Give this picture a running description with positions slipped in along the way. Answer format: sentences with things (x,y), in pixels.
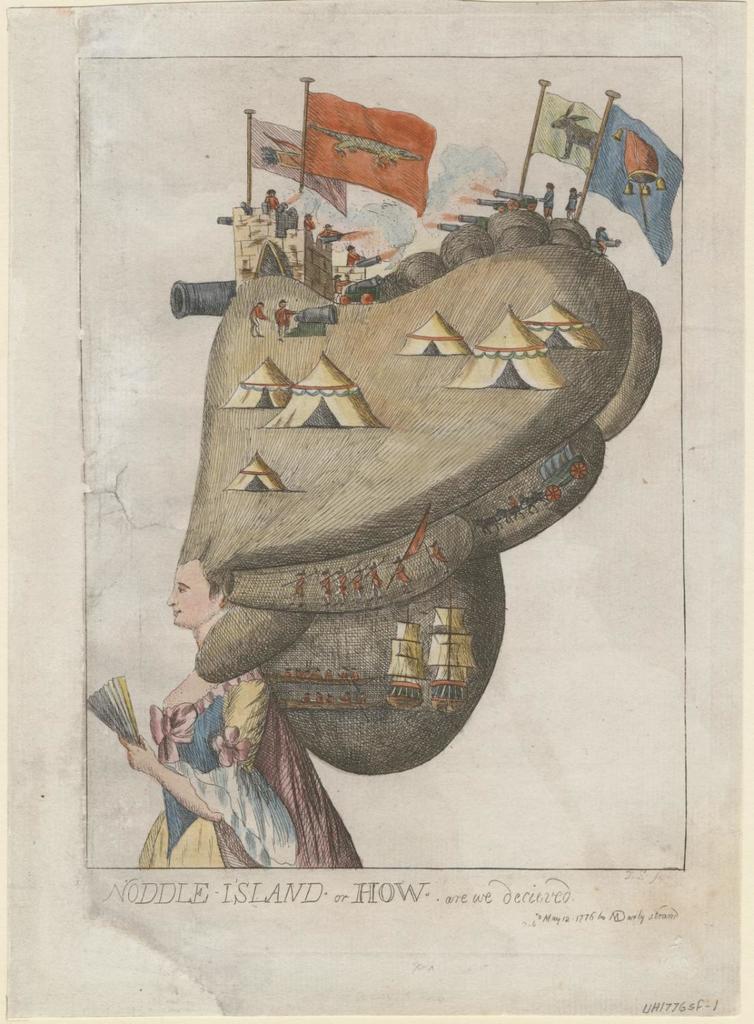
Here in this picture we can see a paper (717,67) present, on which we can see a sketch (234,695) of a woman (210,744) and on her head (288,531) we can see tents (294,400), people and flag post (343,156) present over there.
